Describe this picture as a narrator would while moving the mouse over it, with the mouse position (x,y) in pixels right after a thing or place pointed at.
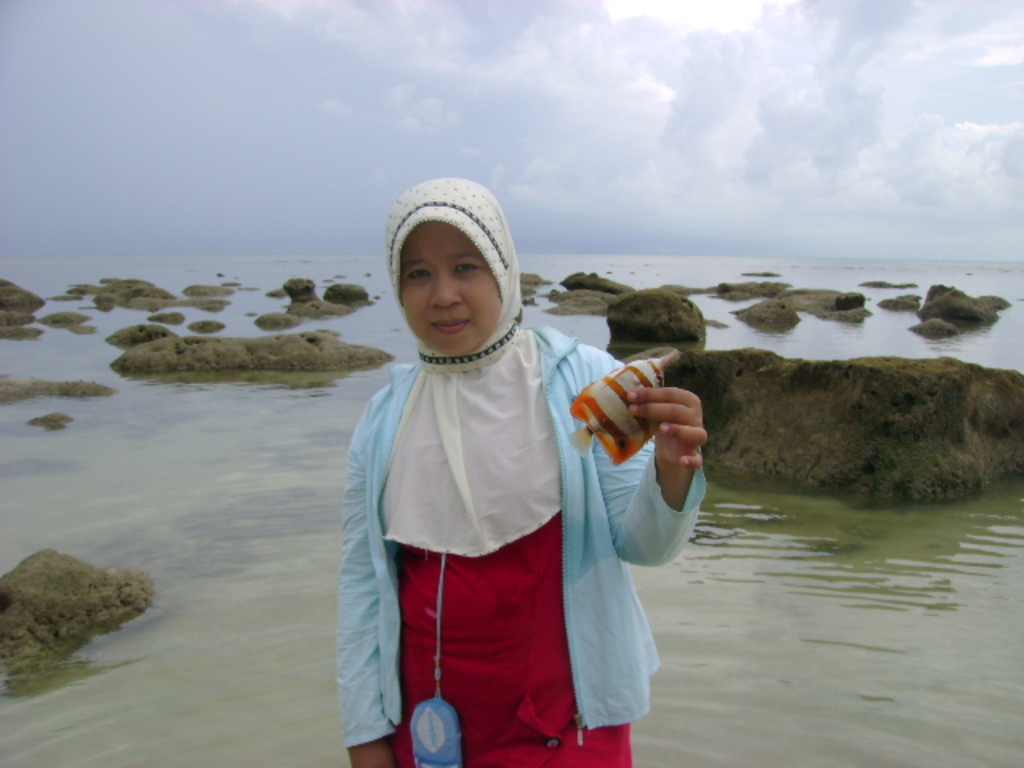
In the picture we can see a woman (421,654) standing in the water (674,660) and holding a fish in the hand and behind her we can see water (820,613) with some rocks (681,321) in it and in the background (652,102) we can see a sky (728,174) with clouds (392,94).
